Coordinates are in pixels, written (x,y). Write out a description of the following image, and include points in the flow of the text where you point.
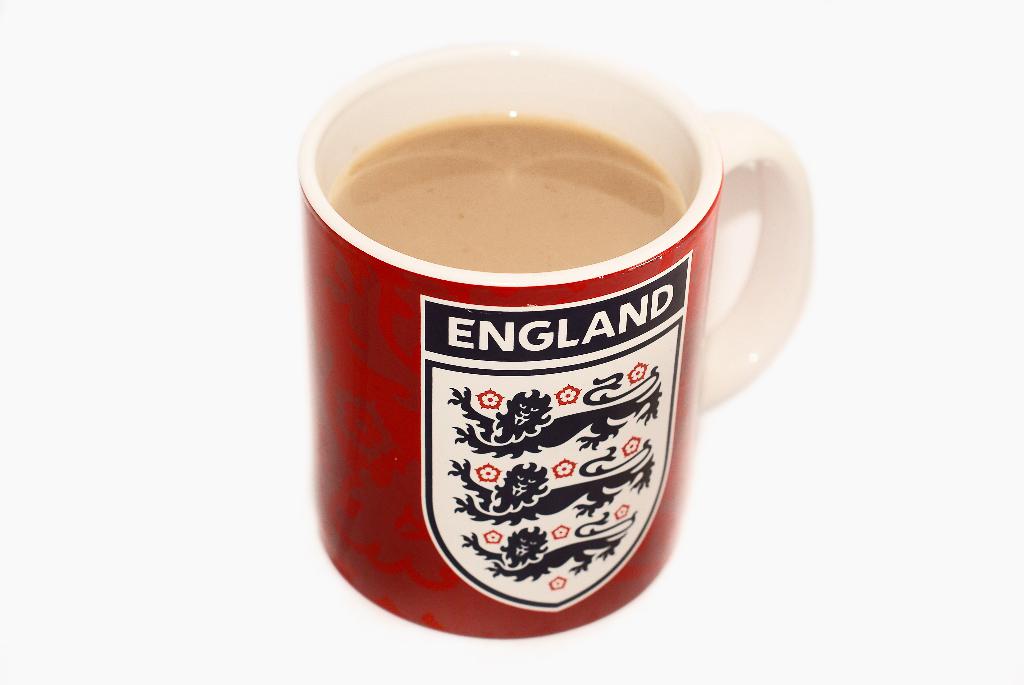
In this picture we can see a cup (545,562) with drink (449,185) in it and a sticker (600,389) on it and in the background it is white color.
